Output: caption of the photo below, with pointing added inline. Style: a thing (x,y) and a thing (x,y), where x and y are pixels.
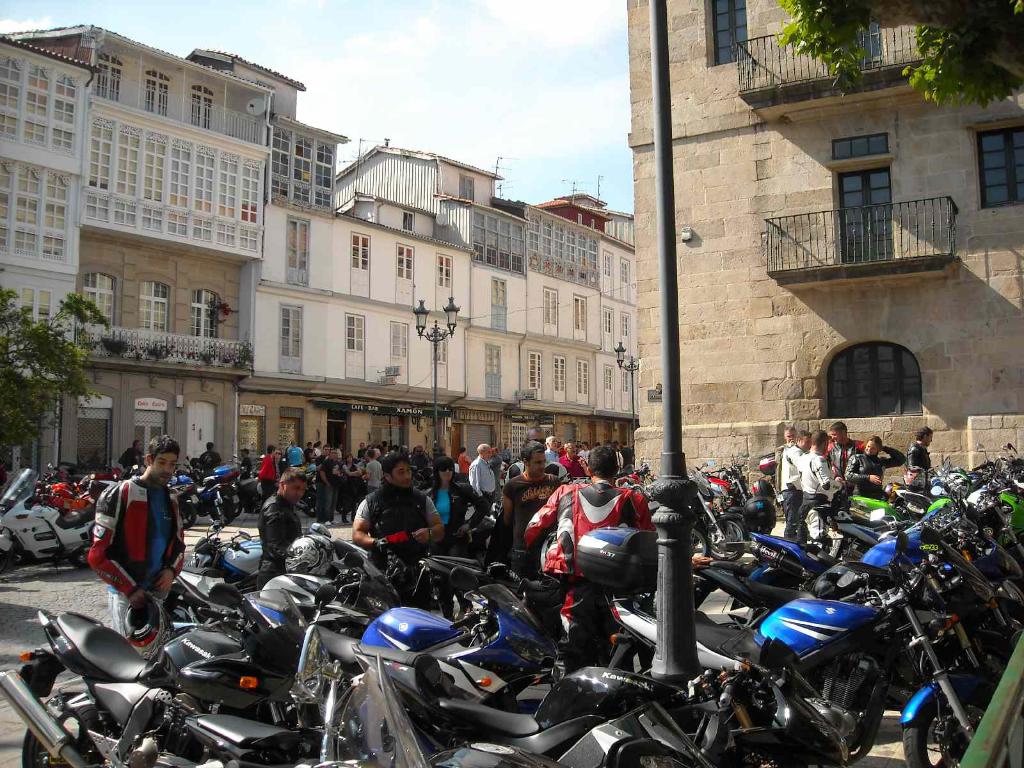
This picture describe about the cream color building (219,248) with many windows (349,356). On the right side (825,240) there another brick building (825,240) with metal frame balcony (878,241). On the bottom (885,532) there are many bikes (901,536) parked in the ground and persons (394,475) standing and discussing something.
